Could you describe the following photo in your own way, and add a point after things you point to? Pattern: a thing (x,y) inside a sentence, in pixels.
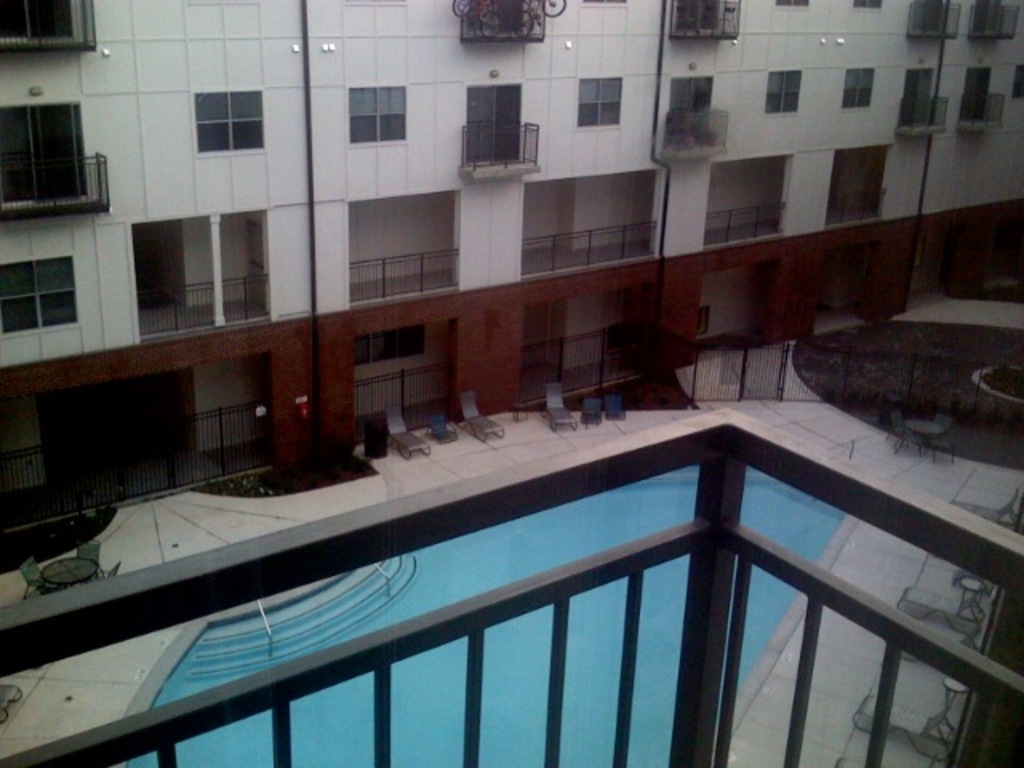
In this image few chairs (482,426) are on the floor (487,446) having a fence (750,375). Right side (940,434) there is a table (921,436) surrounded by chairs (939,450). Bottom of the image (784,573) there is a fence (554,693). Behind there is a swimming pool (604,656). Right side (927,747) there are few chairs (925,728) on the floor (898,593). Behind the fence (918,374) there is grassland (931,378) having few plants (1006,385). Background (641,68) there is a building (509,106). Left side (51,577) there is a table (65,573) surrounded by chairs (111,574).
